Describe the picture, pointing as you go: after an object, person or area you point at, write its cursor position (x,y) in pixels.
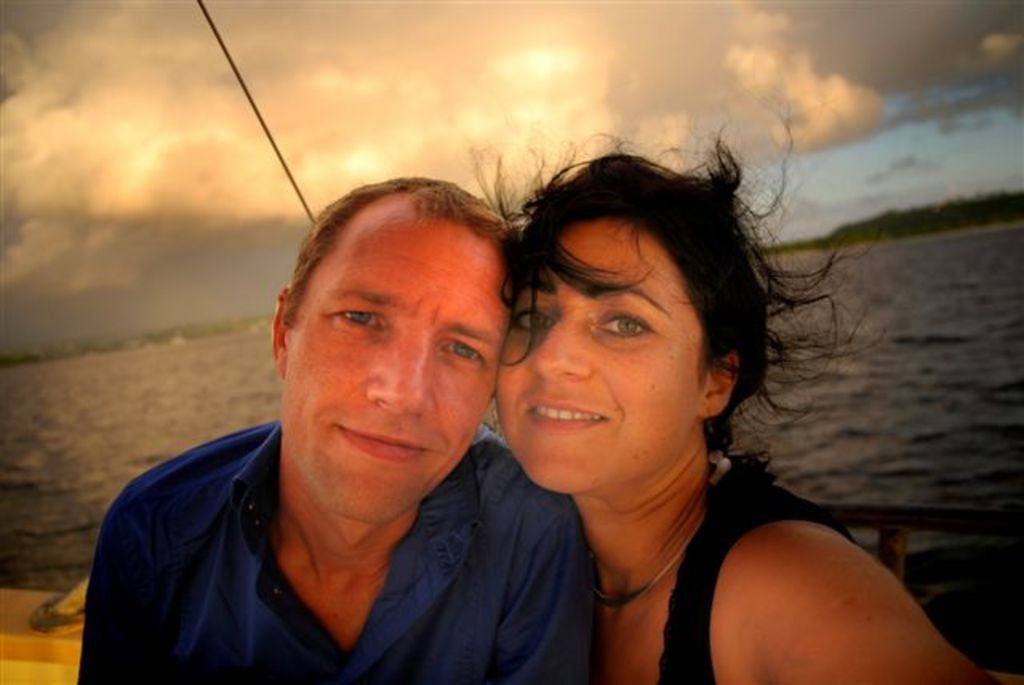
In this picture we can see a man (400,634) and a woman (618,309) smiling, water (924,309), trees (853,234) and in the background (150,129) we can see the sky (737,112) with clouds (679,34).
